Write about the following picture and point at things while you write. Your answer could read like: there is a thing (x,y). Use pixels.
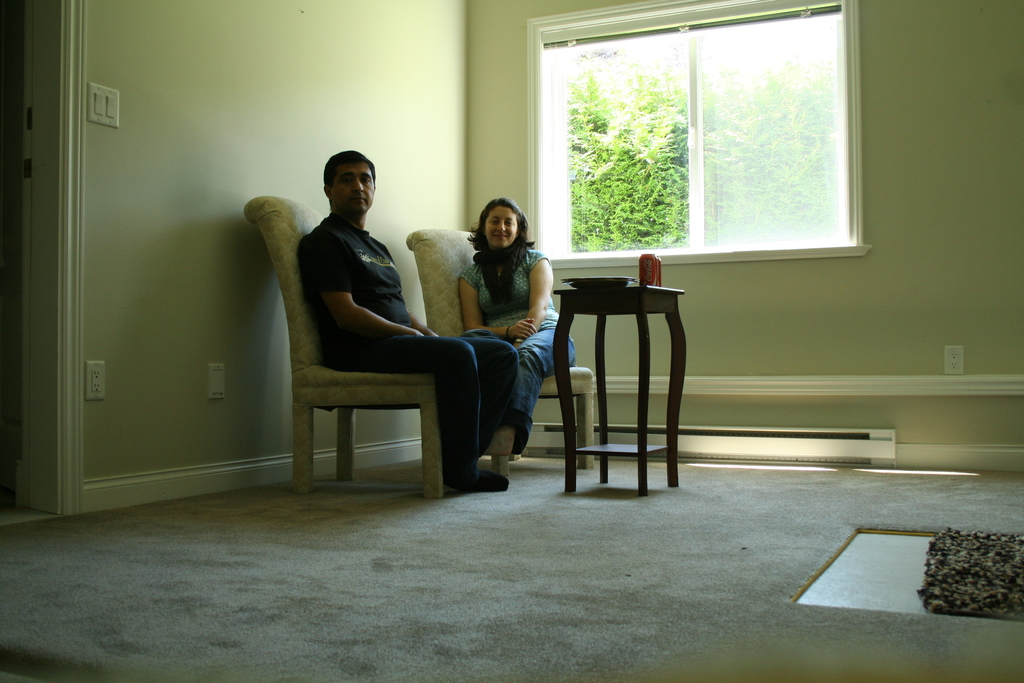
In the center of the image (476,431) we can see a man (424,349) and a lady (529,336) sitting on the chairs (324,366), before them there is a table (610,296) and we can see things (601,283) placed on the table (610,290). At the bottom (936,572) there is a floor mat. In the background (627,211) there is a wall (399,128) and a window (704,155).
